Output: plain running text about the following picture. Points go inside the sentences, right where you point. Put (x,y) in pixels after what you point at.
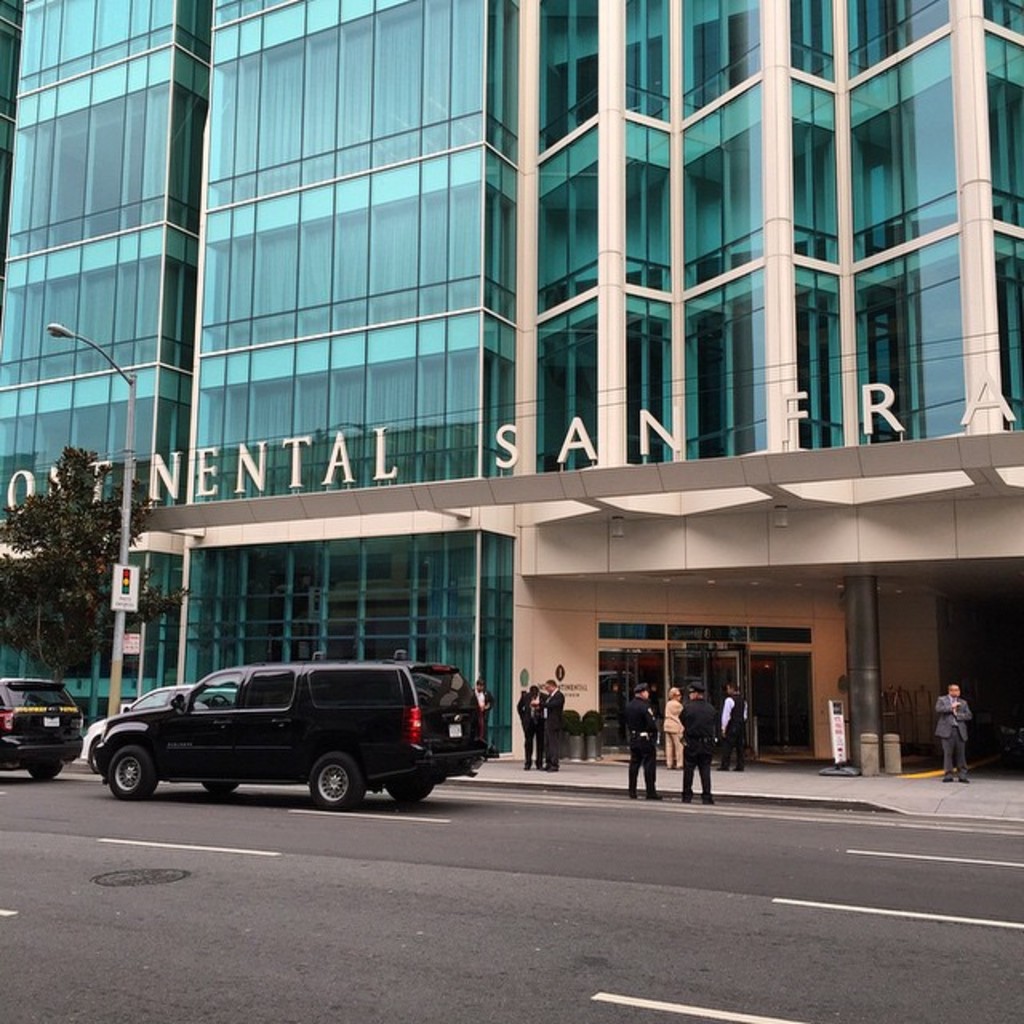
In this picture, we can see a few people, road (847,858), vehicles (211,674), poles (114,361), lights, trees (76,561), posters (841,748), building (662,488) with doors (804,748), and some text (650,426) on it.
